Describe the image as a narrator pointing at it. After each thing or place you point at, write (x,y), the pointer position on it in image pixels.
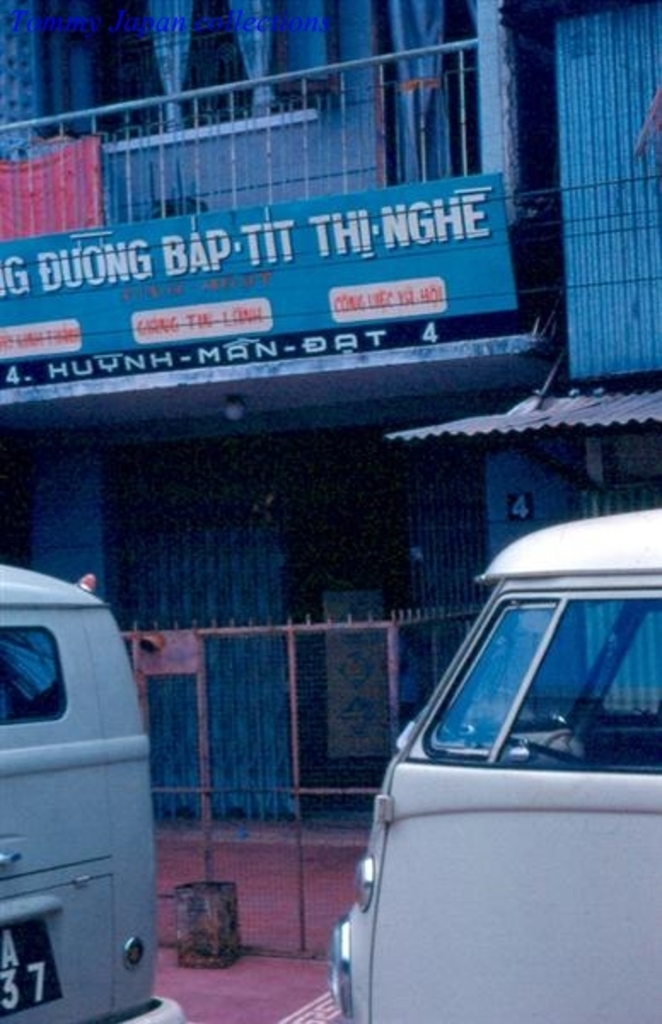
In this image I can see two vehicles (29,809). In the background (273,816) I can see the net fence (302,759) and the building (262,459) with railing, board (189,295) and the curtains (408,136).
